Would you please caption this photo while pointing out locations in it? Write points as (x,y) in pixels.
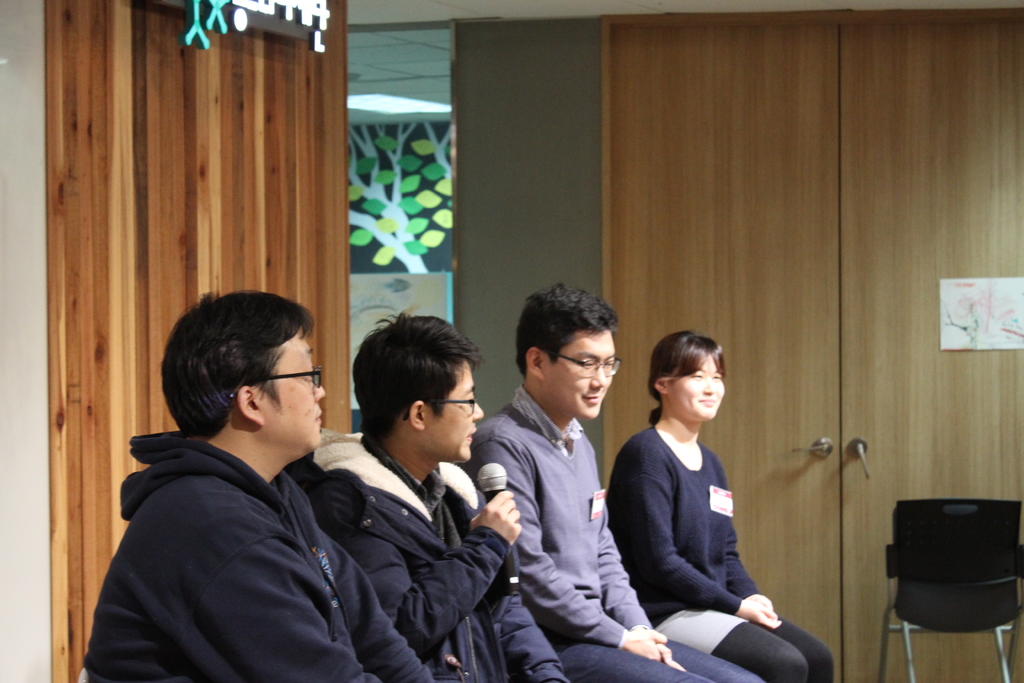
A group of three men (423,390) and a woman (691,382) are sitting. In which a men (448,443) is speaking with a mic (487,467) in his hand (504,494) and the rest are listening to him.
